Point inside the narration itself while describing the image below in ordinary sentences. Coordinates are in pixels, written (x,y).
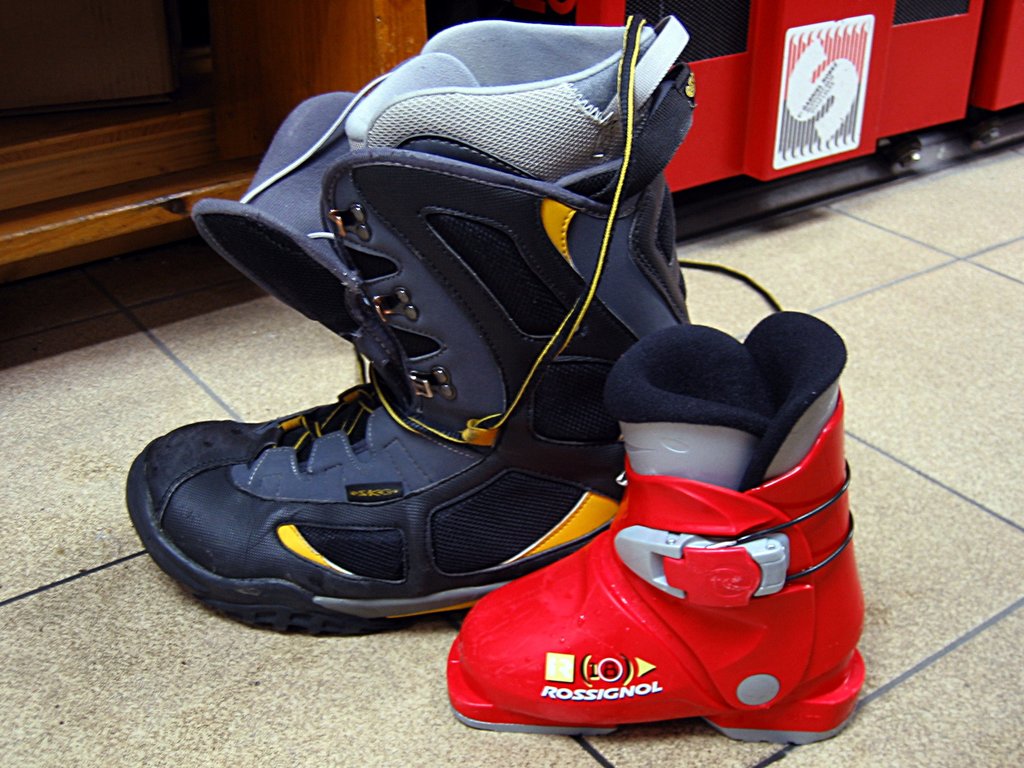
In this image I can see a shoe (634,568) which is red and white in color and another shoe (435,481) which is blue, black and yellow in color on the floor (341,644). In the background (149,154) I can see a wooden object (243,136) which is brown in color and an object (750,78) which is red, black and white in color.
